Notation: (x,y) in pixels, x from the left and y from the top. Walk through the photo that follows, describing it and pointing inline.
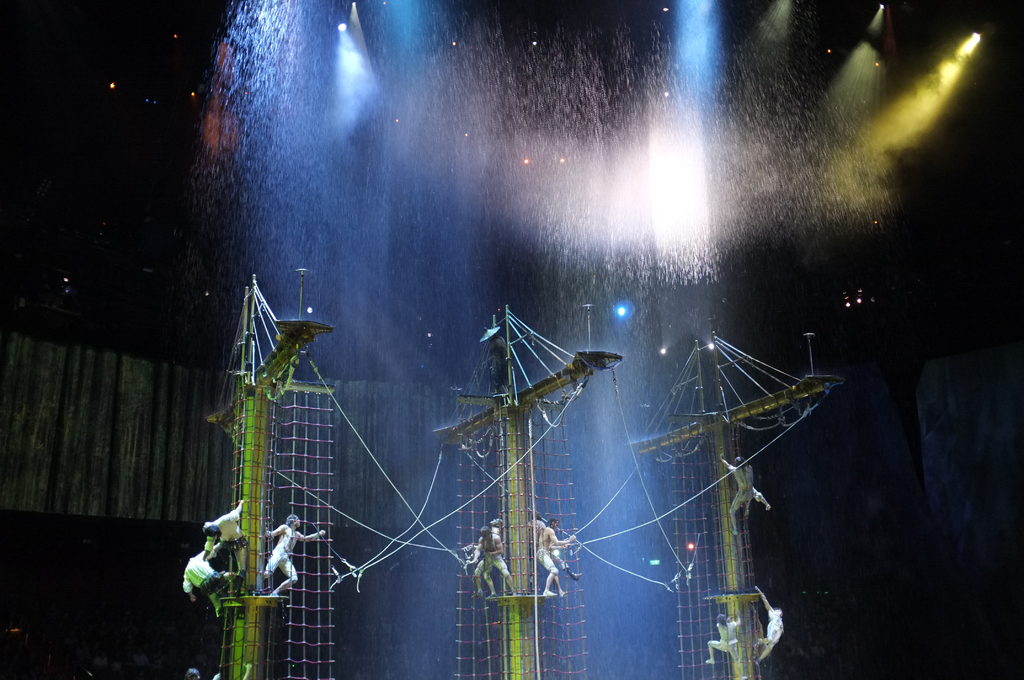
In the image there are few persons (732,639) standing on poles (513,649) with nets (318,514) on it and above there are lights (691,139), this seems to be circus.
